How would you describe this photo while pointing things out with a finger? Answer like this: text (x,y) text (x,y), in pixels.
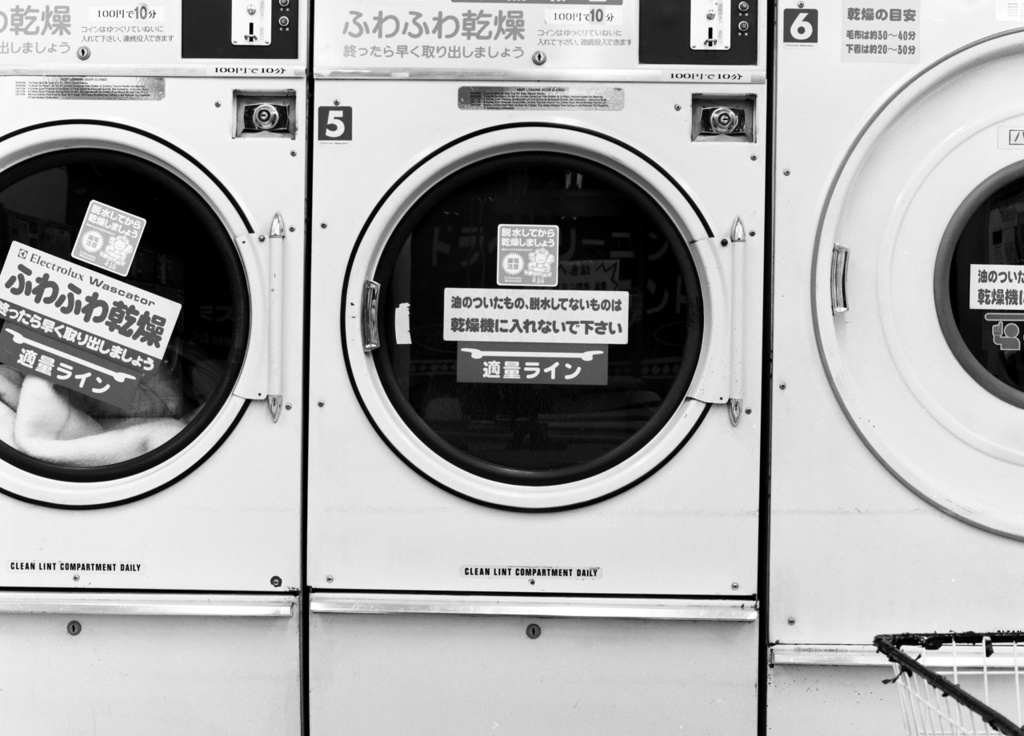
This is a black and white picture. I can see washing machines (382,267) with some stickers (142,303) on it.
